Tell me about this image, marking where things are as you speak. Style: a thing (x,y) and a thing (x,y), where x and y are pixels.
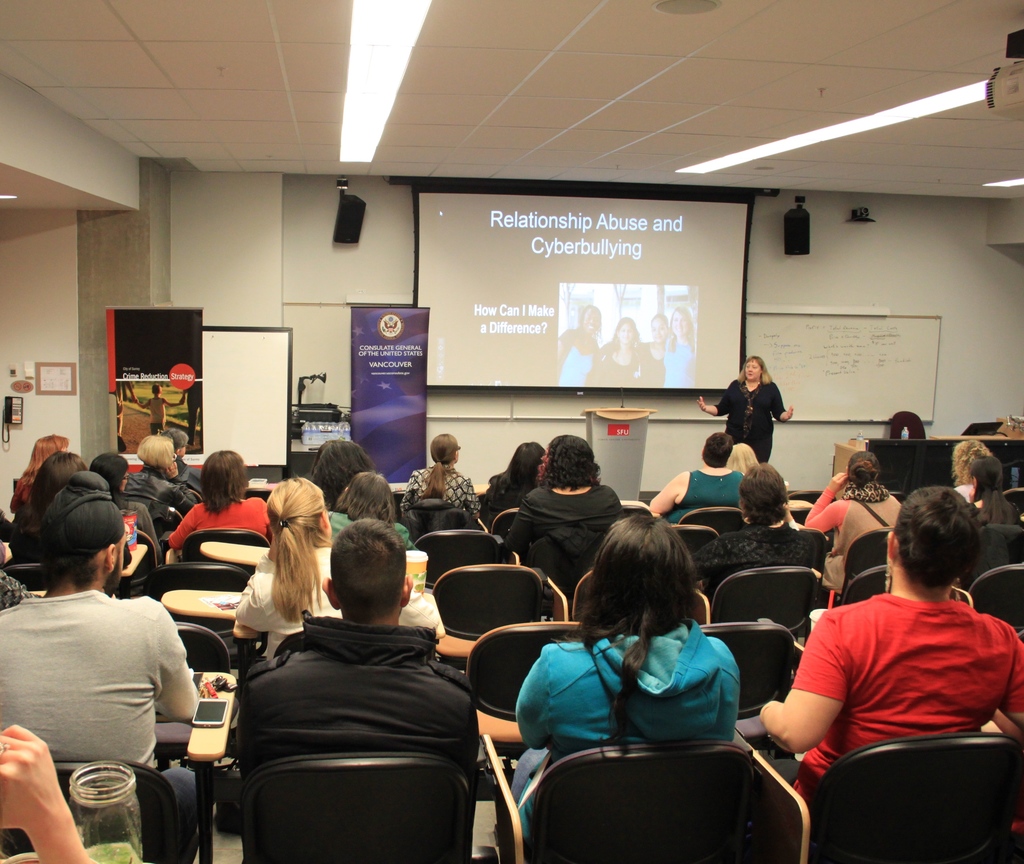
This Image is clicked in a room (657,418). There are lights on the top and speakers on the top (811,235). There is a screen (589,289) in the middle (601,371), there is a podium (611,460), there are banners (366,385) and white board (790,390). There are so many chairs (531,553) and people (46,629) are sitting on the chairs (427,540), there is a land phone (14,401) on the left side (21,420).
